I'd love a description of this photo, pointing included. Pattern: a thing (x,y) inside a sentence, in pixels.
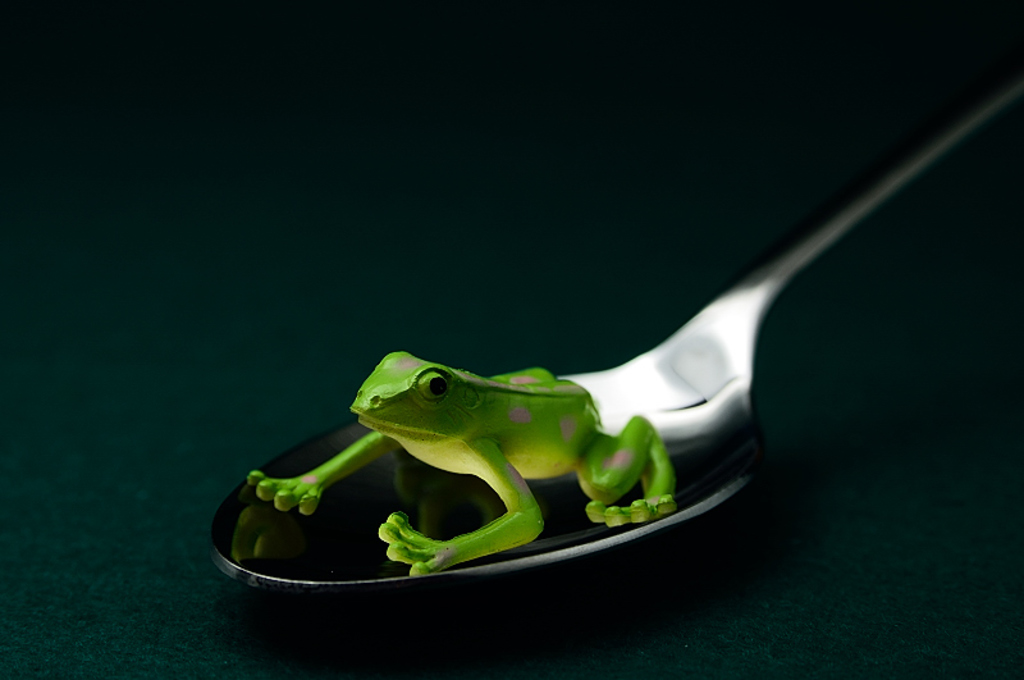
In this picture we can see a toy frog (516,515) on the spoon (376,499) and the spoon (428,492) is on an object (241,623). Behind the spoon (619,409), there is the dark background (582,160).
